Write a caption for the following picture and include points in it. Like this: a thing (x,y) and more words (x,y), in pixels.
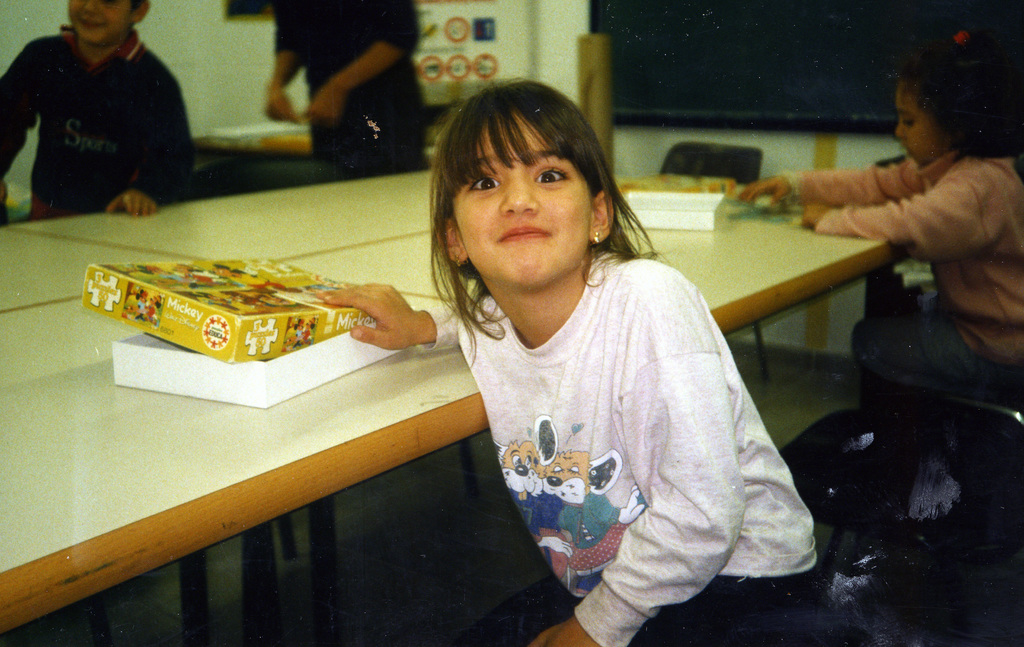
In this picture we can see girl (590,229) smiling and holding box (285,297) with her hand (392,310) and in front of her we can see table (350,201) and beside to this there are three persons (980,177) and in background (557,35) we can see board (613,51), wall (543,27), chair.
